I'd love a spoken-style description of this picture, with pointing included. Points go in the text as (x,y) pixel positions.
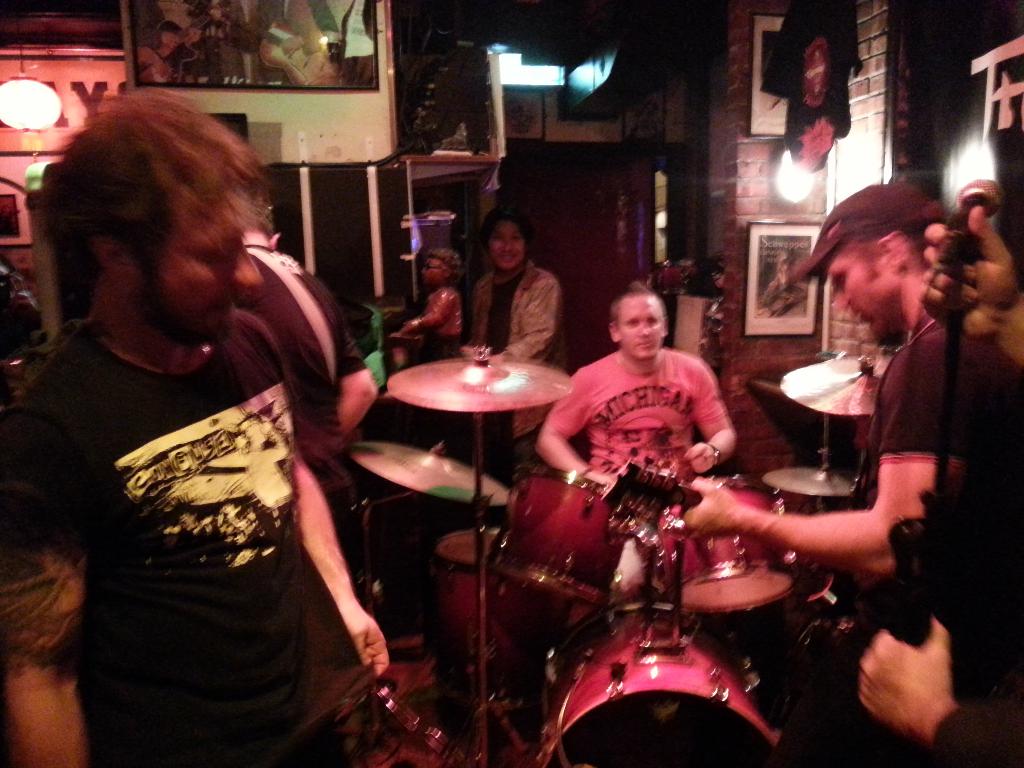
There are group of people (251,468) playing musical instruments (761,495). To the left corner (169,640) there is man (157,621) with black t-shirt (231,641). And to the right corner (925,427) there is a man (817,526) is playing guitar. And in the middle (637,396) there is a man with pink t-shirt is playing the drums (686,574). In the background (255,49) there are some frames (237,54). And to the left corner (37,88) there is a lamp (33,117). And to the right corner (748,195) there is a pillars (740,174), light (795,195).
